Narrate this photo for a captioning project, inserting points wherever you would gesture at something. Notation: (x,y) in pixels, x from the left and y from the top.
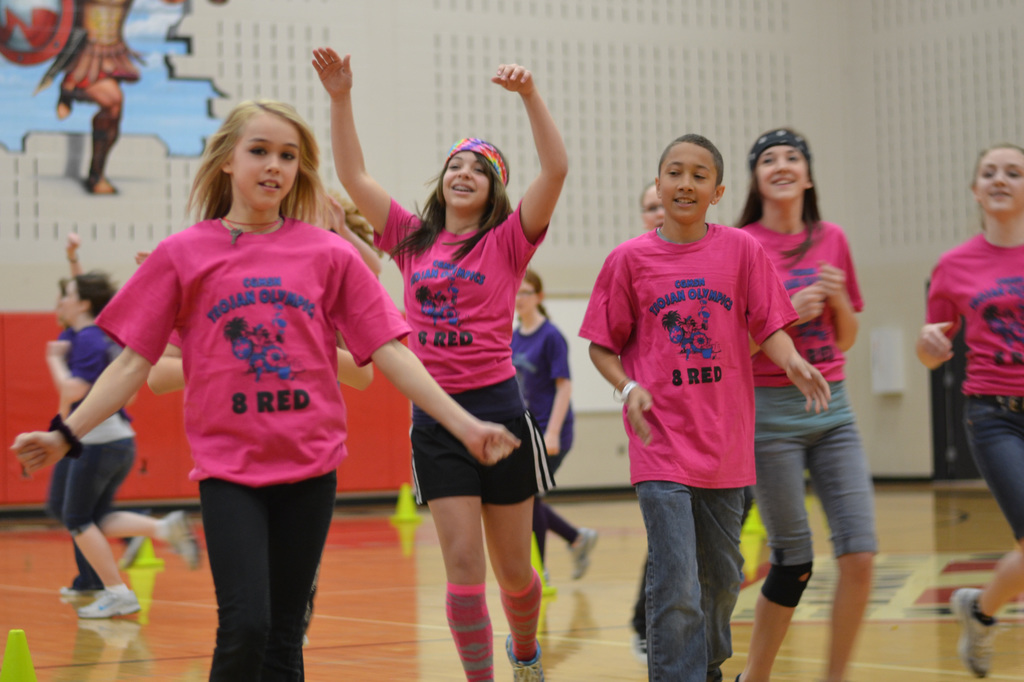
In this picture we can see a few green cones (8,681) on the floor (61,648). There are a few people (503,174) visible from left to right. We can see a mural (107,83) in the background (111,114).
